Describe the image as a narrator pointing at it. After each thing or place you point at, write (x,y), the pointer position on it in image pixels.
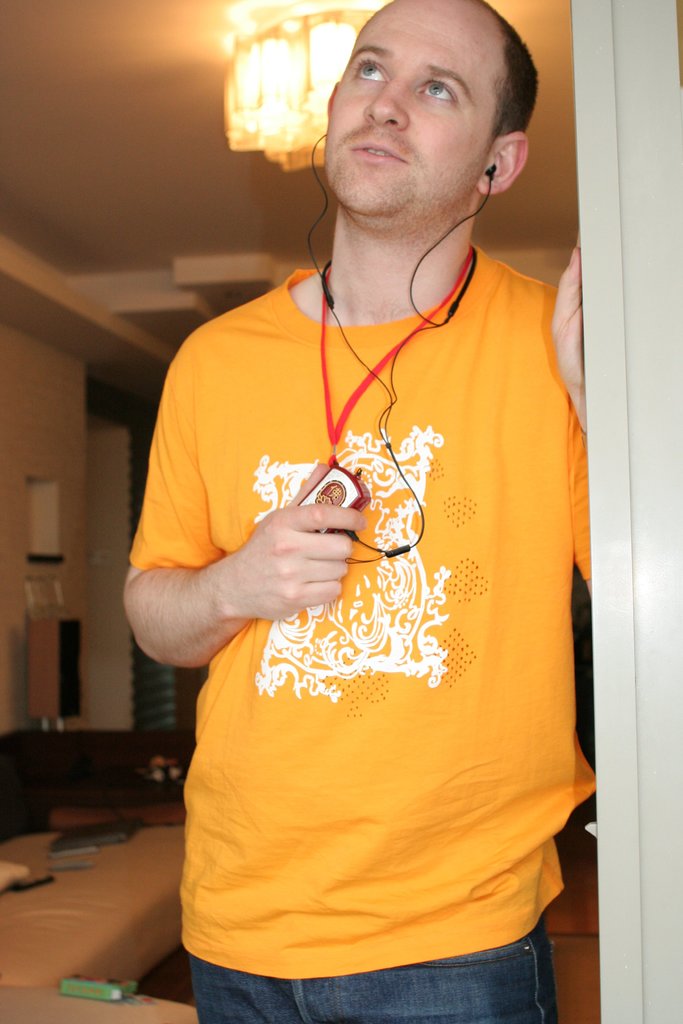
In this picture we can see a man (472,993) standing and holding a device (337,466) with this hand (304,487), earphone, sofa (79,921), speaker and some objects (28,889) and in the background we can see the wall (83,462).
